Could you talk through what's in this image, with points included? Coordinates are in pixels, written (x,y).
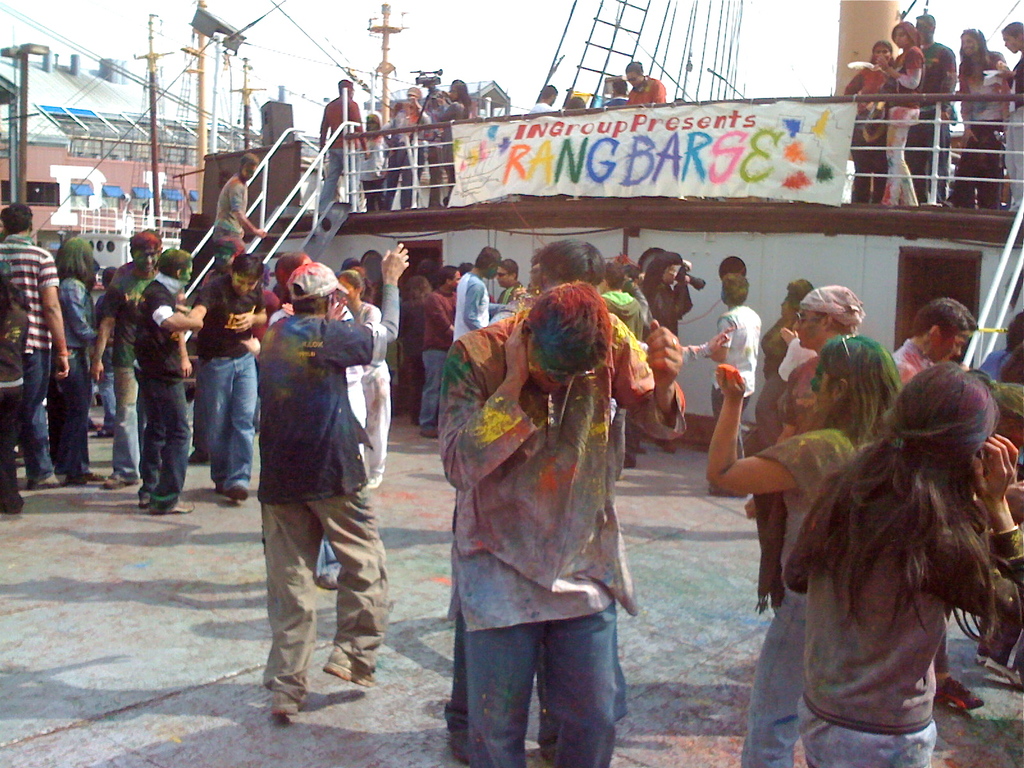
In the image we can see there are many people (404,324) standing and some of them are walking, they are wearing clothes (287,520) and some of them are wearing shoes (329,589). Here we can see the banner (581,163) and on it there is a text (673,161). We can even see the fence (354,193), stairs (275,211), electric poles (153,105), electric wires (166,88) and the sky (480,52).
